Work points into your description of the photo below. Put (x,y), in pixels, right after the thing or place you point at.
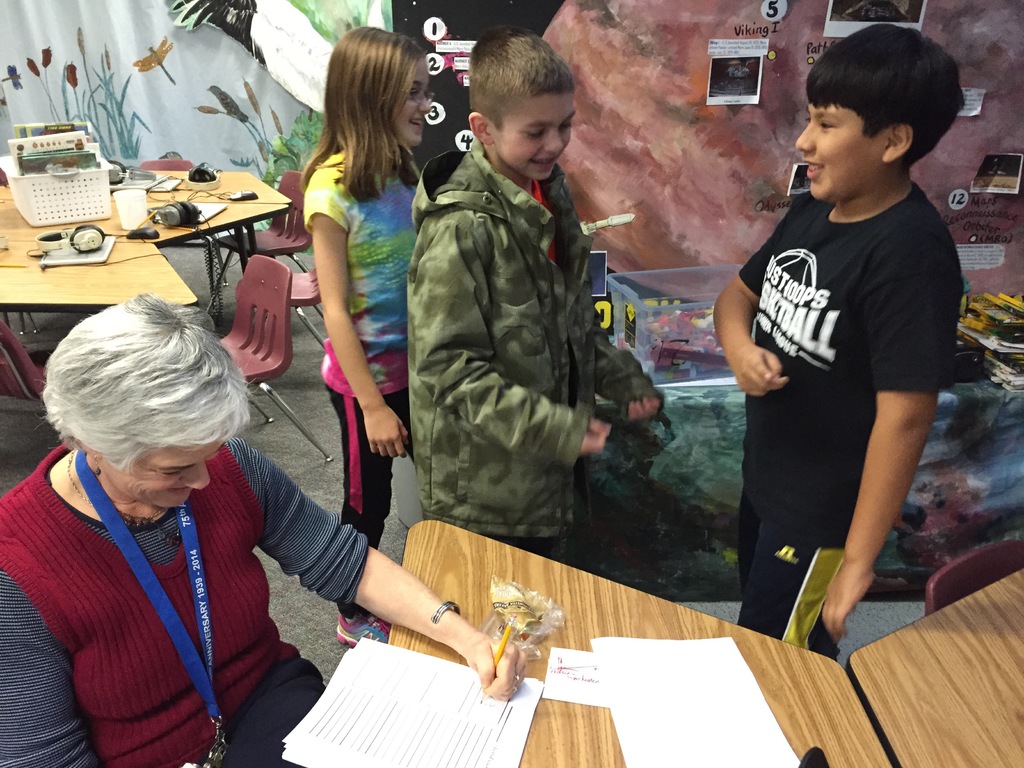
In this image there are the children's (396,168) stand on the floor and there is a table (612,751) on the right side (697,726) and there is a papers (442,727) kept on the table (604,761) and a woman (73,600) wearing a red color jacket (100,539), she writing text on the papers (399,728) on the left side (166,500) and another left side corner there is a table (45,271), on the table (130,240) there are some objects (156,223) kept on that. In front of a table (153,253) there is a chairs (278,227) kept on the floor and there is a wall (697,45) visible, on the wall (935,8) there are the notice papers (750,78) attached to the wall (614,170) on the back ground (749,91).
